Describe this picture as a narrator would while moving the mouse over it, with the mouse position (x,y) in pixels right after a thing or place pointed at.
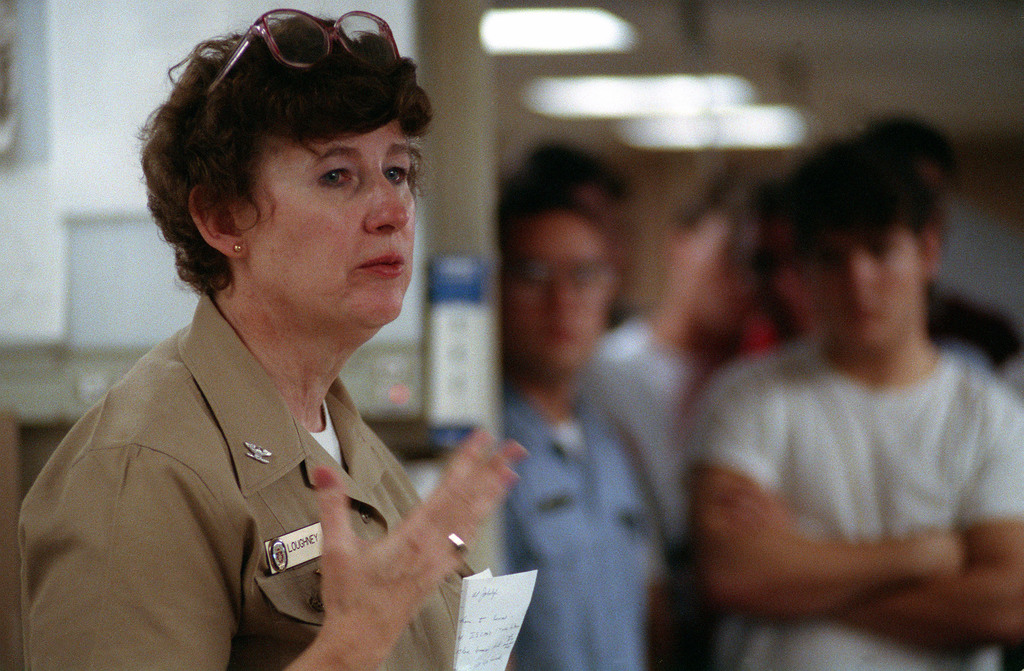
In the image there is a woman (205,349), she is holding some paper (494,576) and behind the woman (159,513) the background (53,119) is blurry.
